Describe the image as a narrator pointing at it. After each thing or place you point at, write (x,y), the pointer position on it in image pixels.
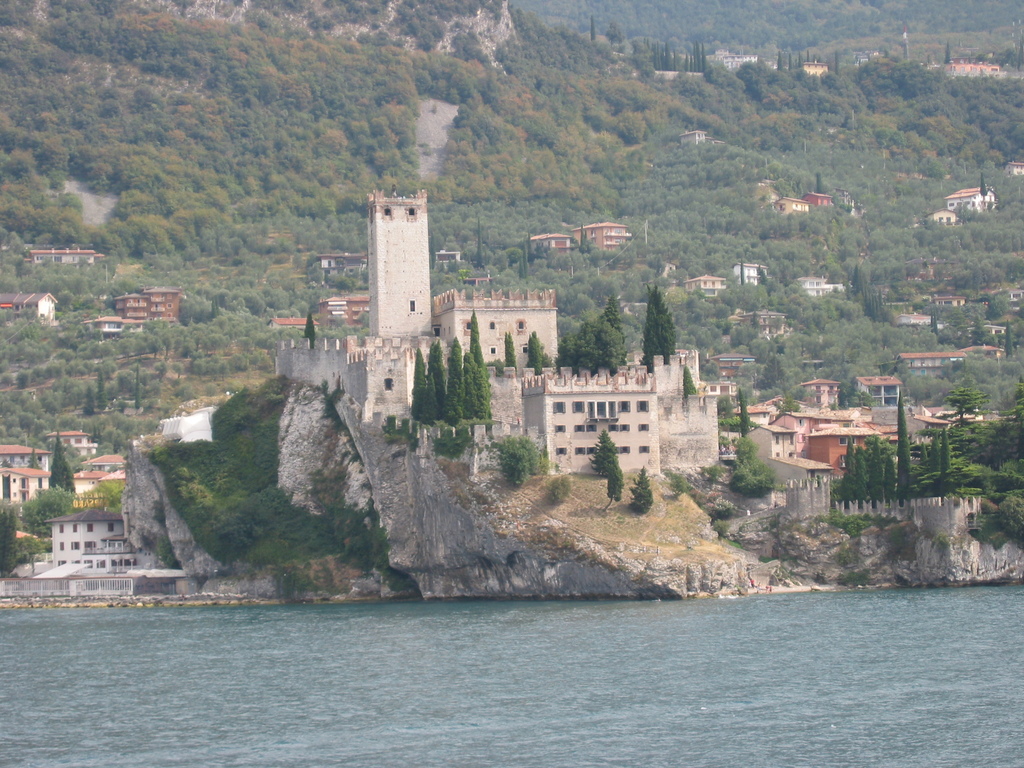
In this image I can see buildings (712,451). There are trees (441,54), rocks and there is water (293,715).
